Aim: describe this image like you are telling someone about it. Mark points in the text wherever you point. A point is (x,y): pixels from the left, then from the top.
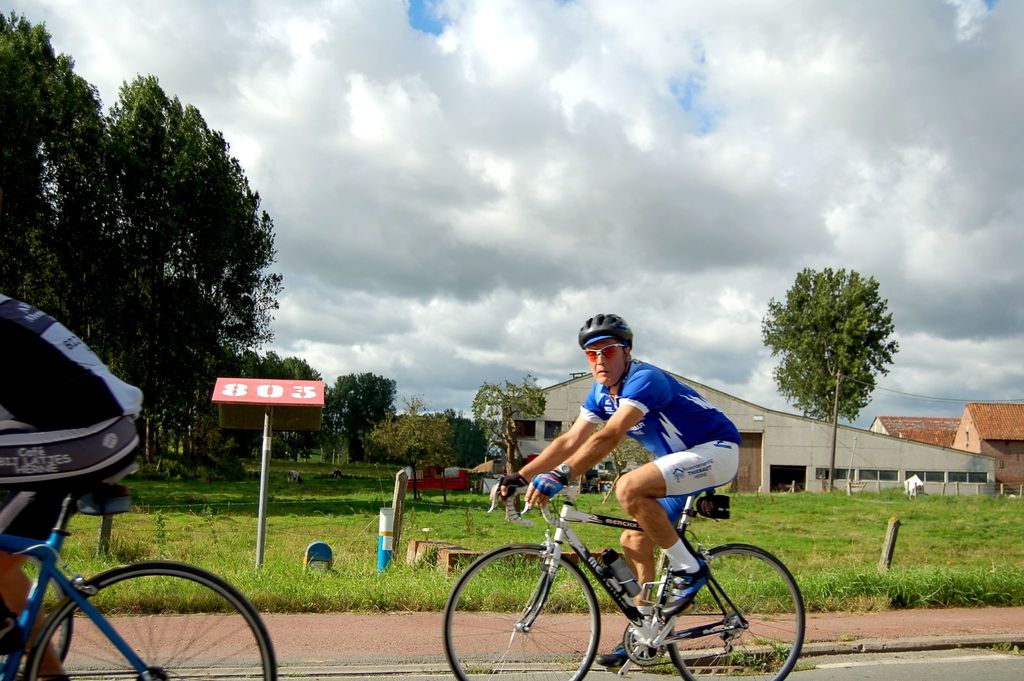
There are two members (632,552) in this picture riding a bicycle (128,496). One guy (639,497) is wearing a helmet (613,332) and spectacles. They are on the road (539,642). In the background (359,528) there is a lawn (844,537) on which some grass (857,537) is present. In the background (848,448) there are some houses (809,423) trees (135,247) and a sky (424,258) with some clouds (476,189).
